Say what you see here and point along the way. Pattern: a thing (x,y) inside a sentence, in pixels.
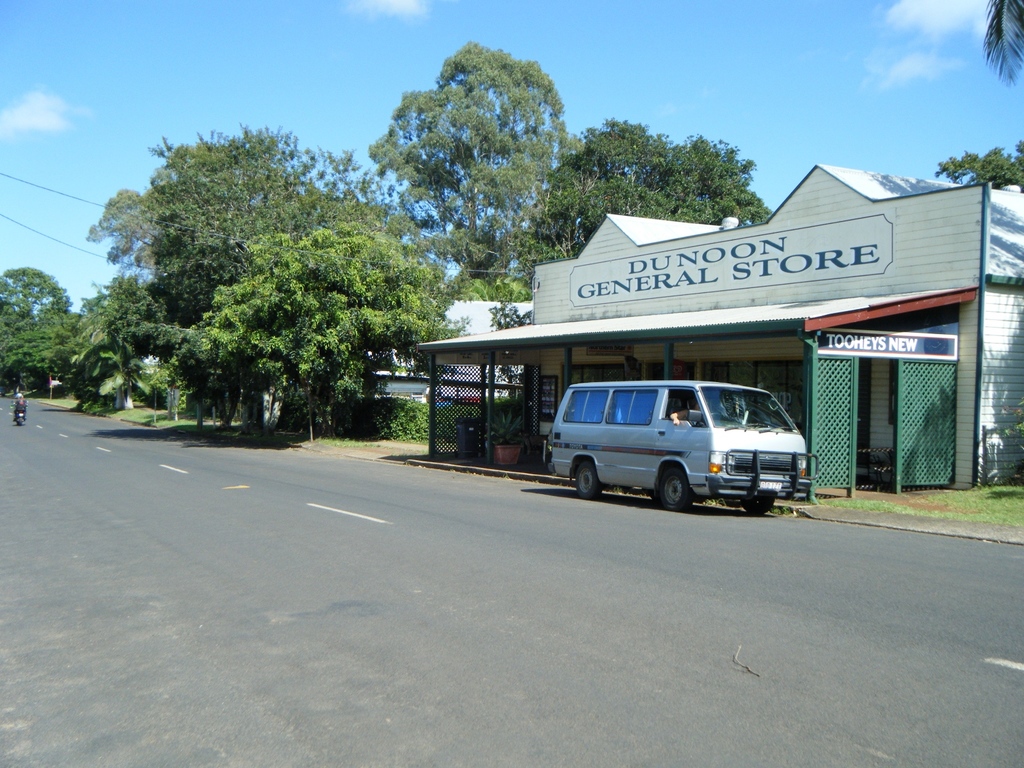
The picture is taken outside a city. In the foreground of the picture (998,649) it is road (99,428). In the center of the picture (342,302) there are trees (353,240), cables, buildings (1003,355), plants (418,409), grass (164,423) and a van (735,393). Sky (139,90) is clear and it is sunny.
